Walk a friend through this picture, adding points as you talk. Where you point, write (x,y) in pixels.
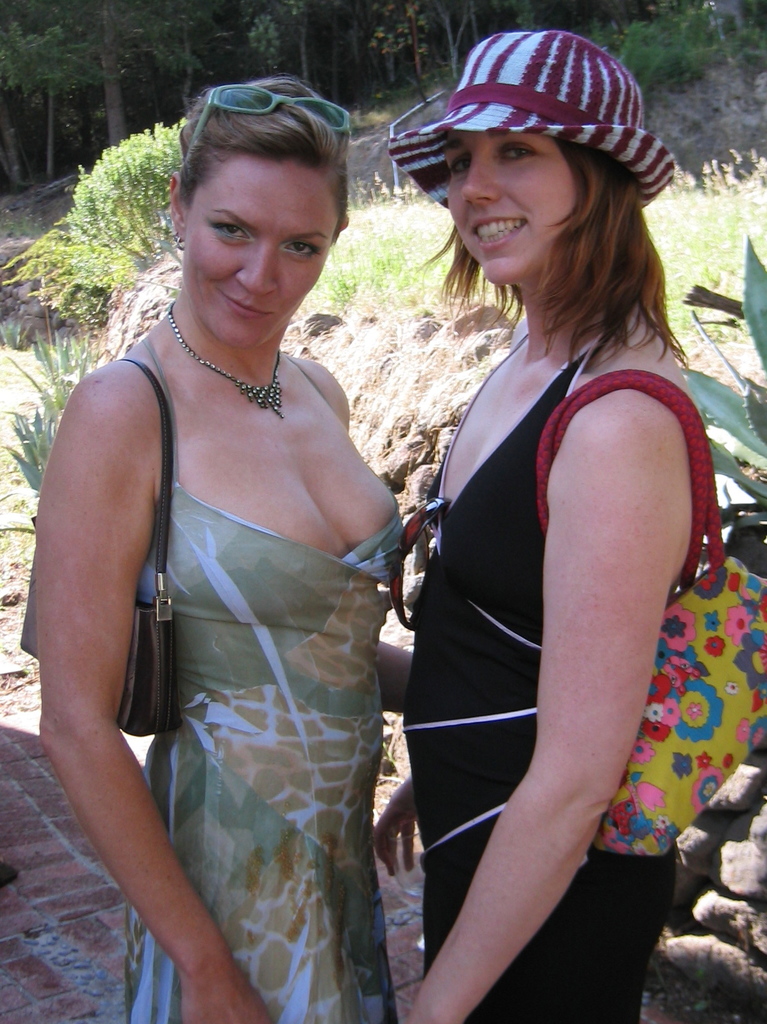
In the middle of the image (351,461) two women (441,141) are standing and smiling and holding bags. Behind them there are some plants (736,382) and trees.
